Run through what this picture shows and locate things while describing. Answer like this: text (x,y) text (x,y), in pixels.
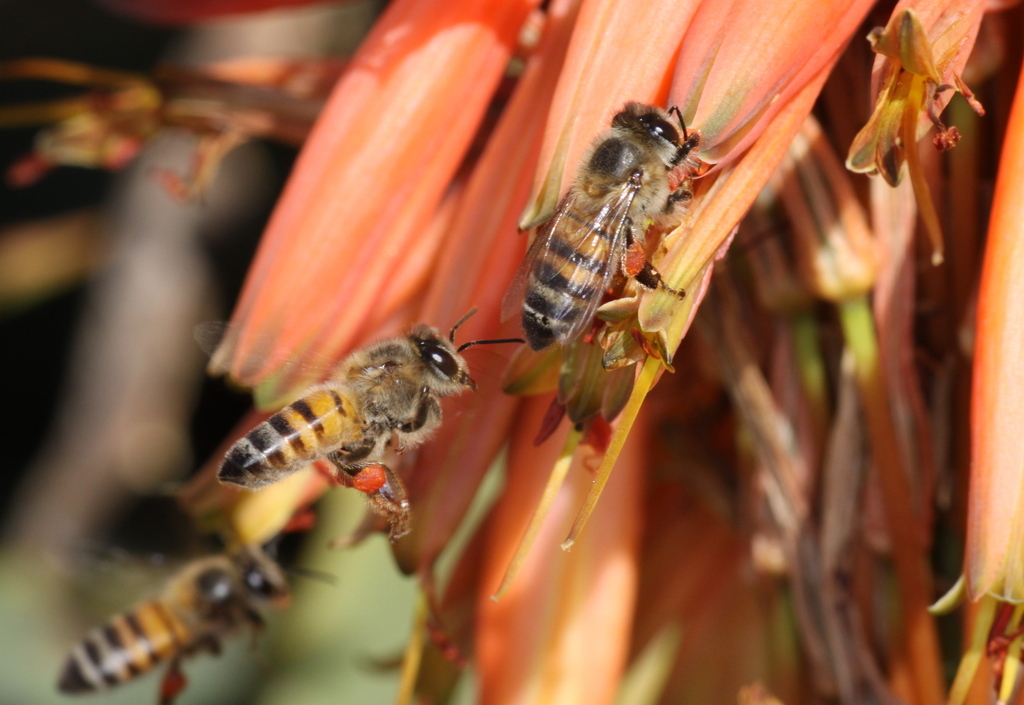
There is a bee (633,167) on a flower (698,219). Beside this bee (587,224), there is another bee (459,368) which is in the air (387,554). In the background (244,596), there is another bee (167,638) and there are flowers (518,422). And the background (333,613) is blurred.
